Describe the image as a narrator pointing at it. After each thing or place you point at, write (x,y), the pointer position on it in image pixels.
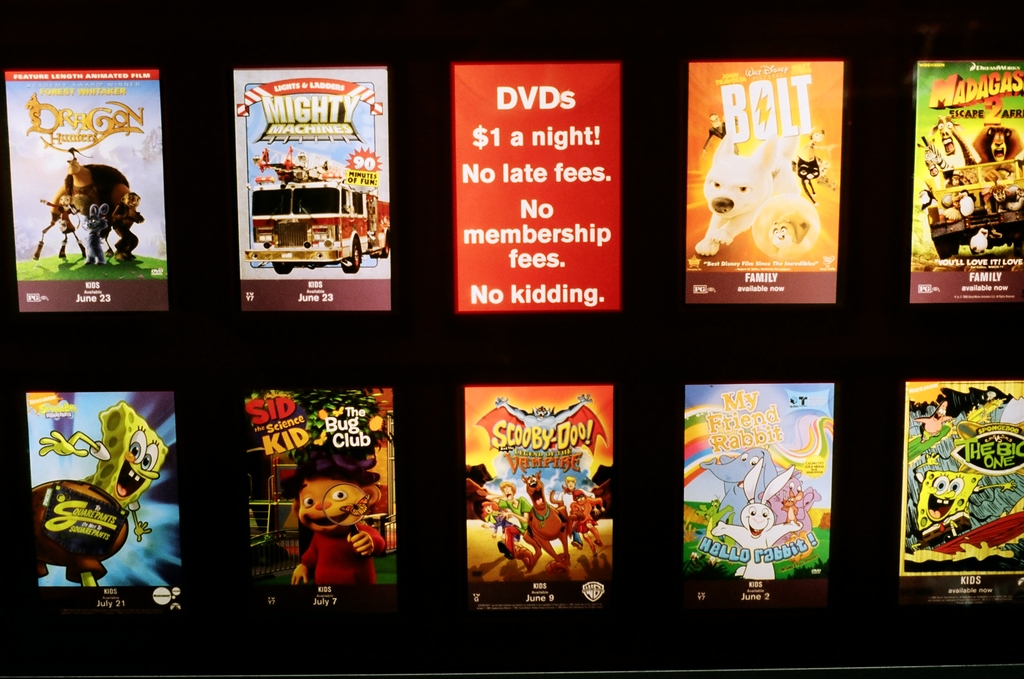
At the top (354,100) and at the bottom of the picture (385,509) we can see the group of posters (522,170) attached to the black color object (408,239) and on the posters (987,162) we can see the pictures (992,188) of the animals (748,212) and the text (573,440).
